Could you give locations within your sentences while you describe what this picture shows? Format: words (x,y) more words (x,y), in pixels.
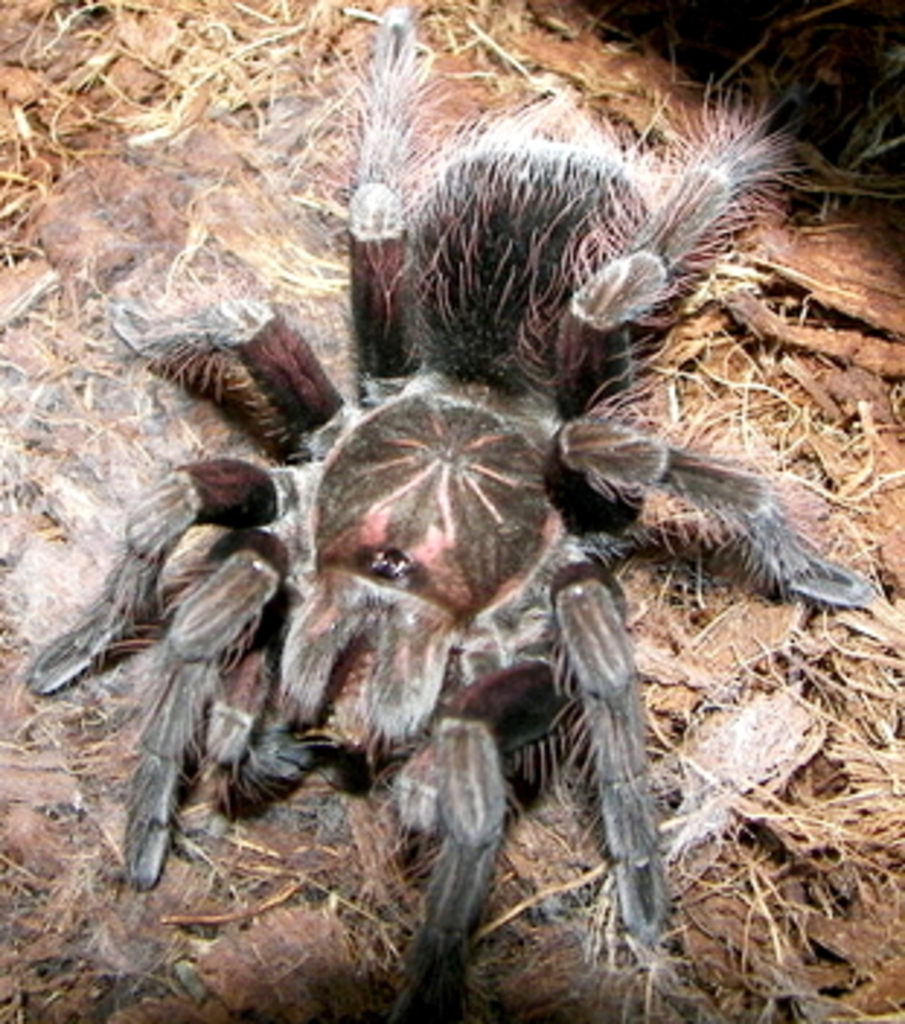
In this picture I can see the insect (390,421) on the surface (5,675).
